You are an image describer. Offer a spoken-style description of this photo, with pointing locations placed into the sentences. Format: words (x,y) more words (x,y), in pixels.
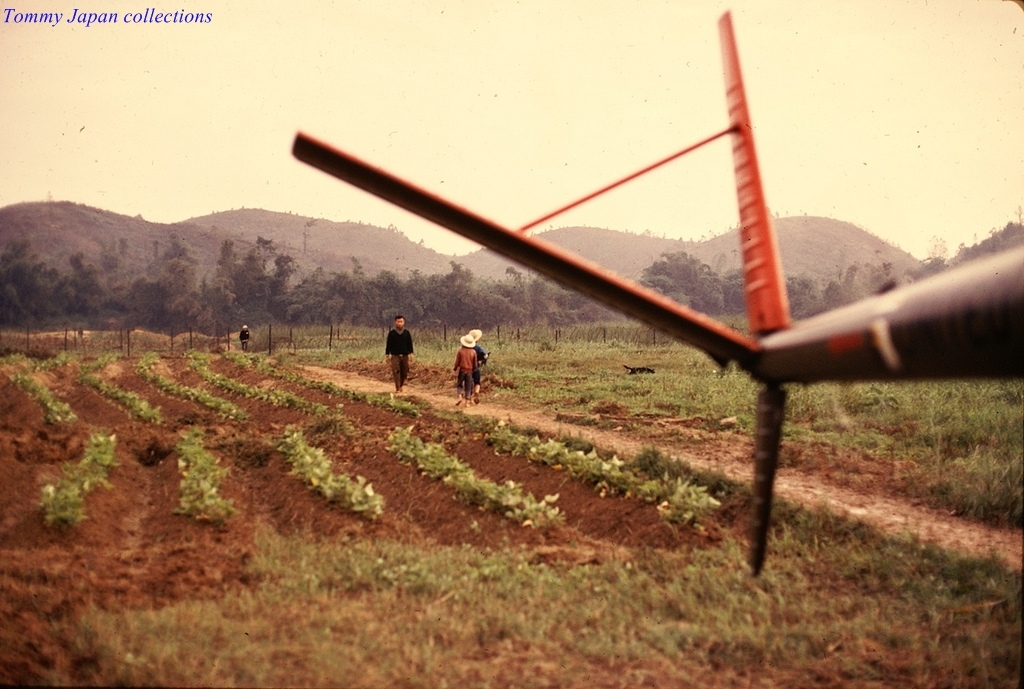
In this picture we can see fields (539,478) at the bottom (224,460), there are some people (466,364) walking in the middle (480,371), in the background (604,307) there are some trees (78,291), we can see the sky (431,46) at the top of the picture (38,16), there is some text (90,18) at the left top of the picture (87,19), there is something present in the front (854,336).
